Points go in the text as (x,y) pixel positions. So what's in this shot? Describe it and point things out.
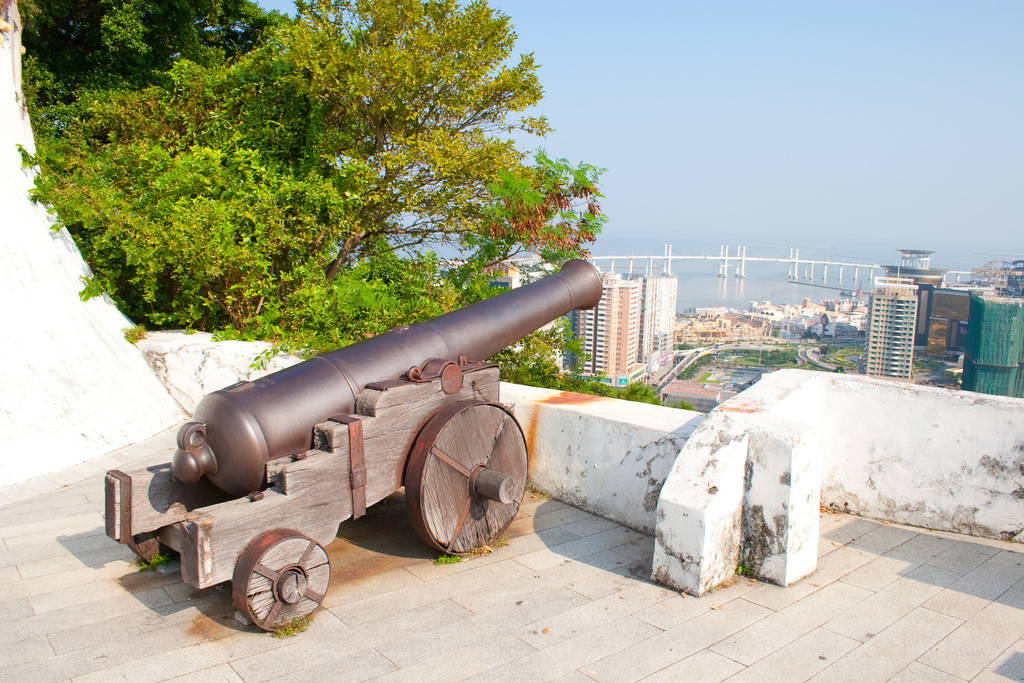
In this image we can see a cannon (331,491). Behind the cannon (378,436) we can see a wall (544,396), trees (524,361) and buildings (634,358). In the background (626,270), we can see a bridge (824,268) and the water (731,274). At the top (711,150) we can see the sky (689,116).
